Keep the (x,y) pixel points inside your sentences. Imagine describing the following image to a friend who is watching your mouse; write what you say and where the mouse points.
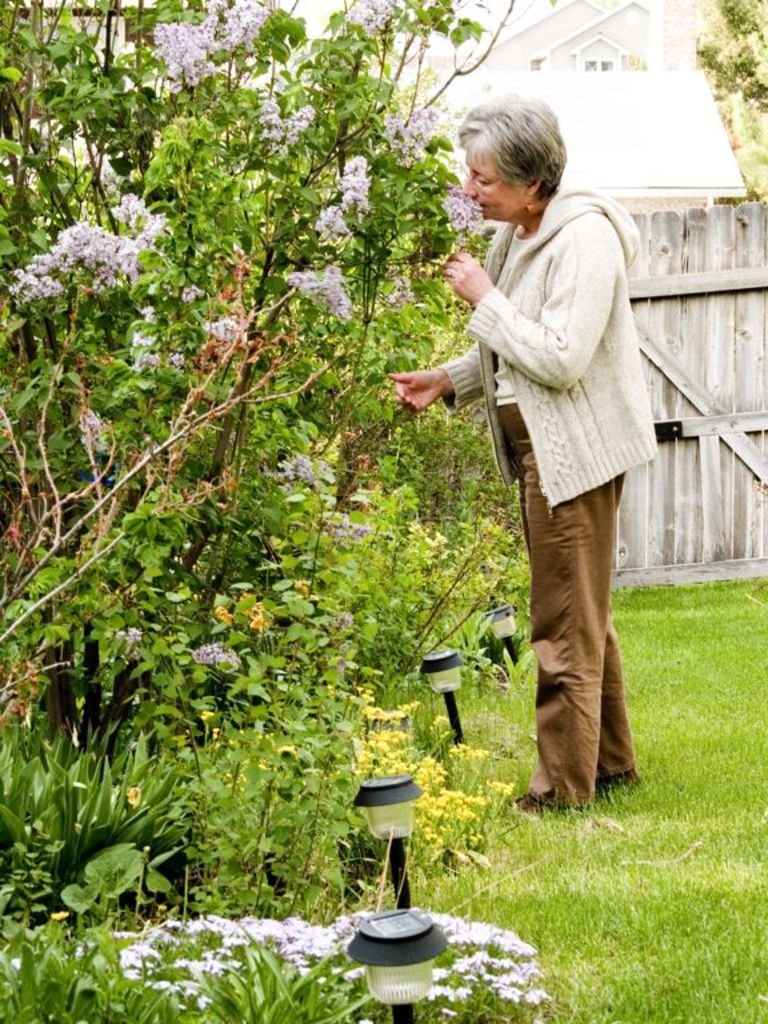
There is a woman (572,513) standing on the grass (648,863). Here we can see plants (229,690), flowers (436,969), lights (416,980), and a fence (665,263). In the background (671,8) we can see a house (579,128).
